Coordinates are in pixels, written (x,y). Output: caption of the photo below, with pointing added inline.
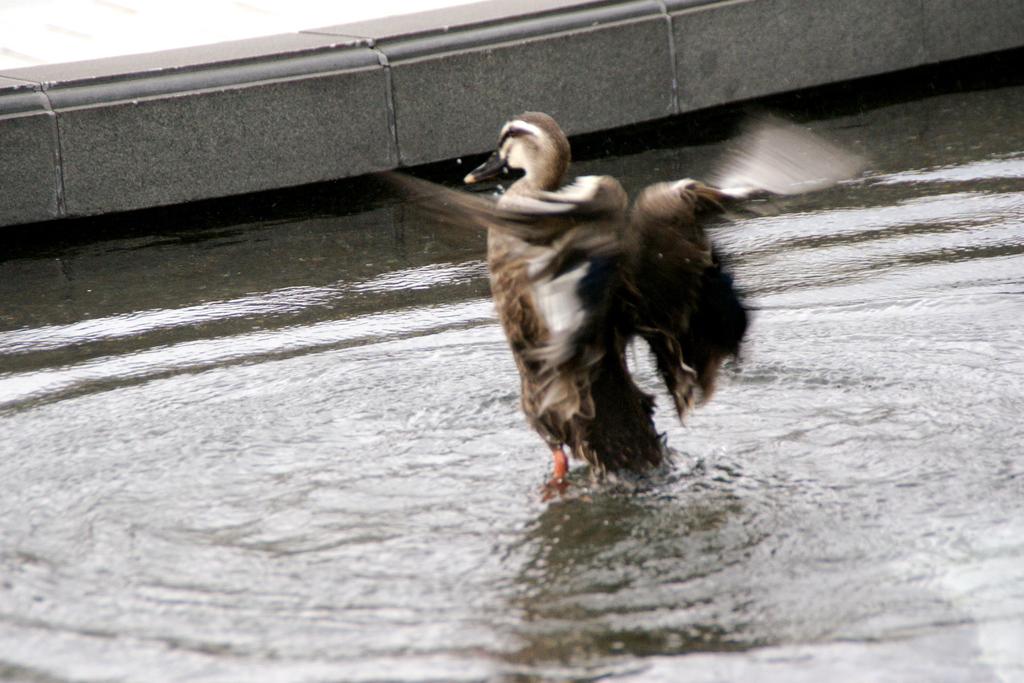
In front of the image there is a duck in the water (524,549). Behind the duck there is a concrete fence (251,100).
